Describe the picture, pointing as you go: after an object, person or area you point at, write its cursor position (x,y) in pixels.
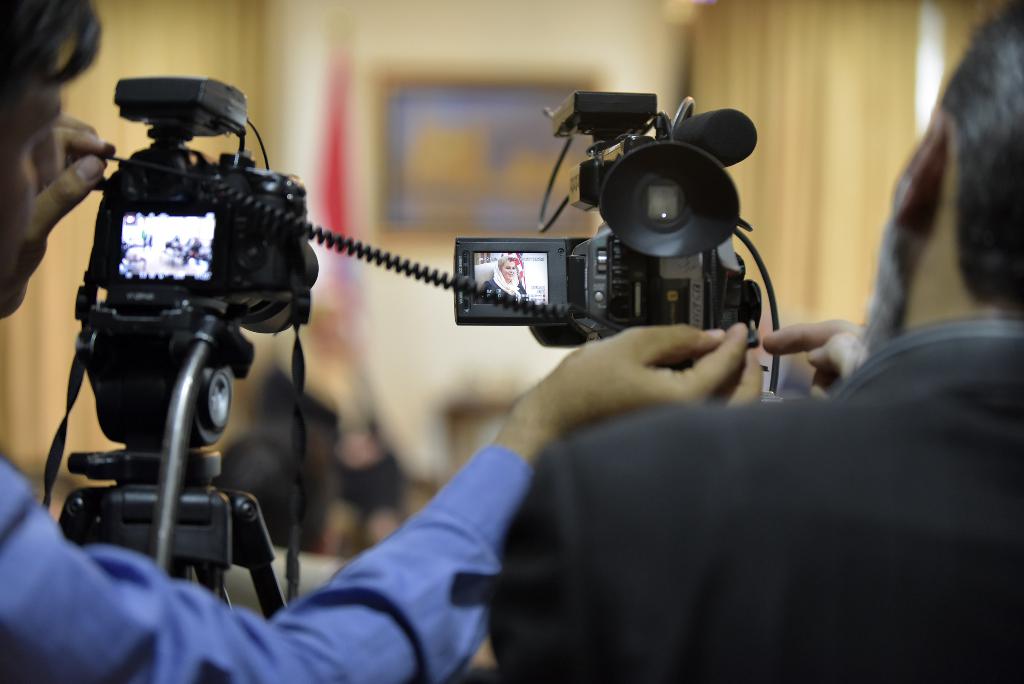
In this image we can see two persons (493,484) standing, in front of them, we can see the cameras (505,265), in the background (265,135), we can see a flag (337,65) and a photo frame (378,111) on the wall (375,62).
